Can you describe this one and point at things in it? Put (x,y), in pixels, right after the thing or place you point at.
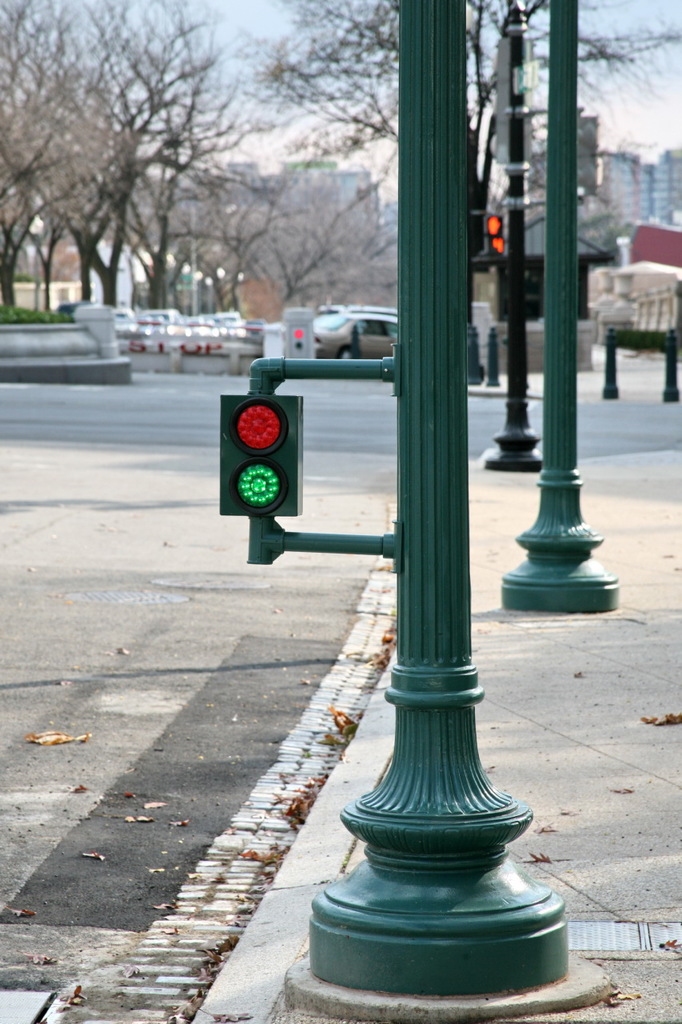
On the right side of the image (461,257) we can see few poles (466,447) and lights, in the background (533,166) we can find few trees (184,223), vehicles (391,322) and buildings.
